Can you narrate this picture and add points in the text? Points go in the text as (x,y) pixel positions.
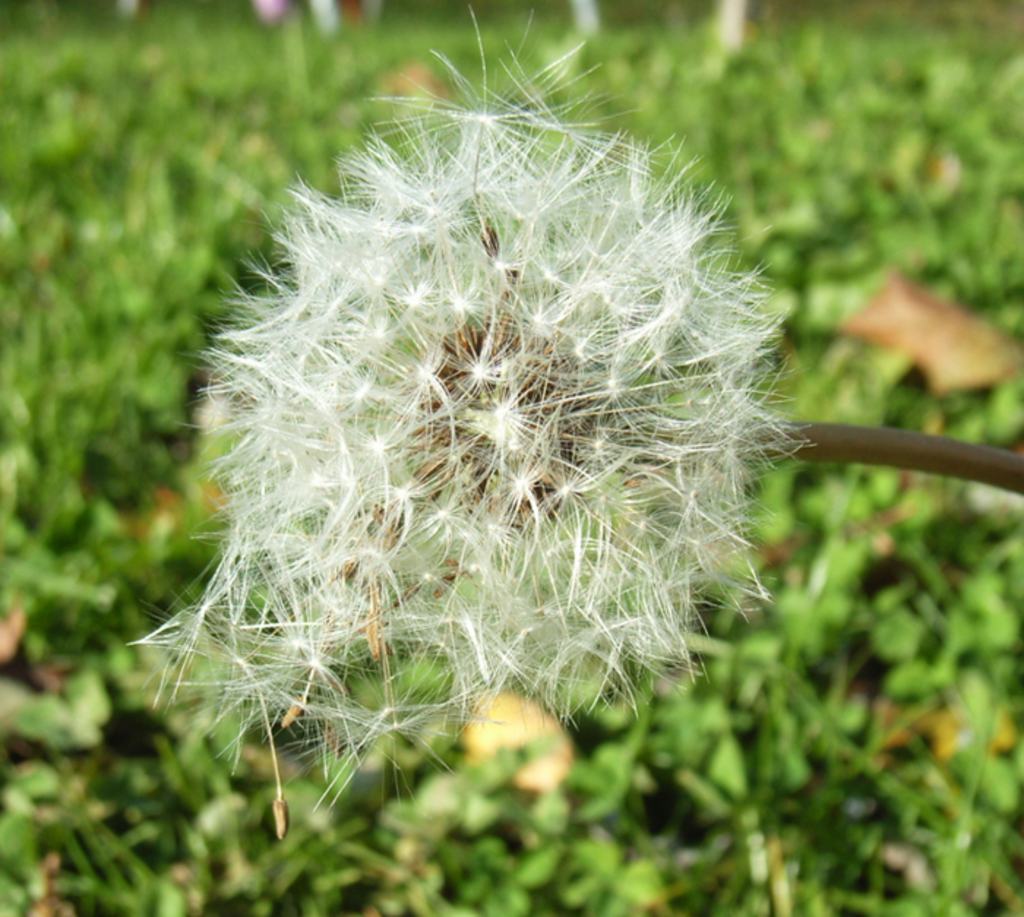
In this image we can see a dandelion plant (600,355), and behind with it there are some other plants (189,128).
